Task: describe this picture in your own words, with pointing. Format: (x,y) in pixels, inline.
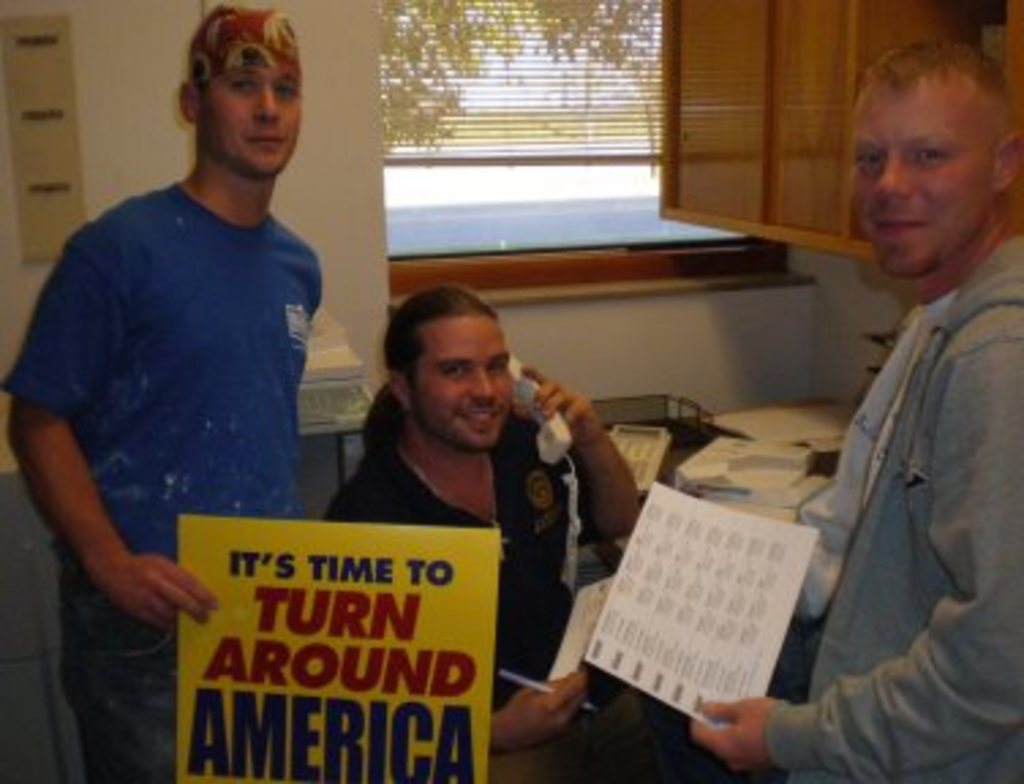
In this image there are people (927,580). They are holding boards (391,648) and we can see a table (729,433). There are some objects (754,454) placed on the table (735,427). In the background (186,170) there is a wall (341,254) and we can see a window (458,21). We can see trees (473,65) and sky (505,81) through the window (435,99).
